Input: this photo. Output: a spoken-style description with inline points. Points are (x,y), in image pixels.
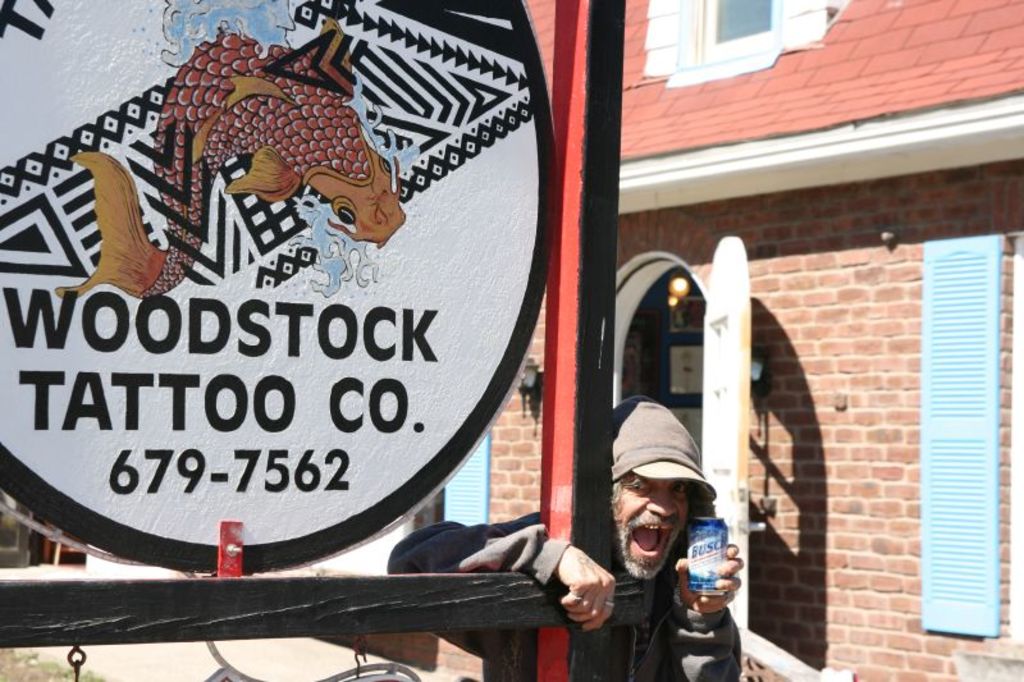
In this image there is a building (838,331) in-front of that there is a board (349,23) where we can see a person (733,672) standing and holding that and tin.
